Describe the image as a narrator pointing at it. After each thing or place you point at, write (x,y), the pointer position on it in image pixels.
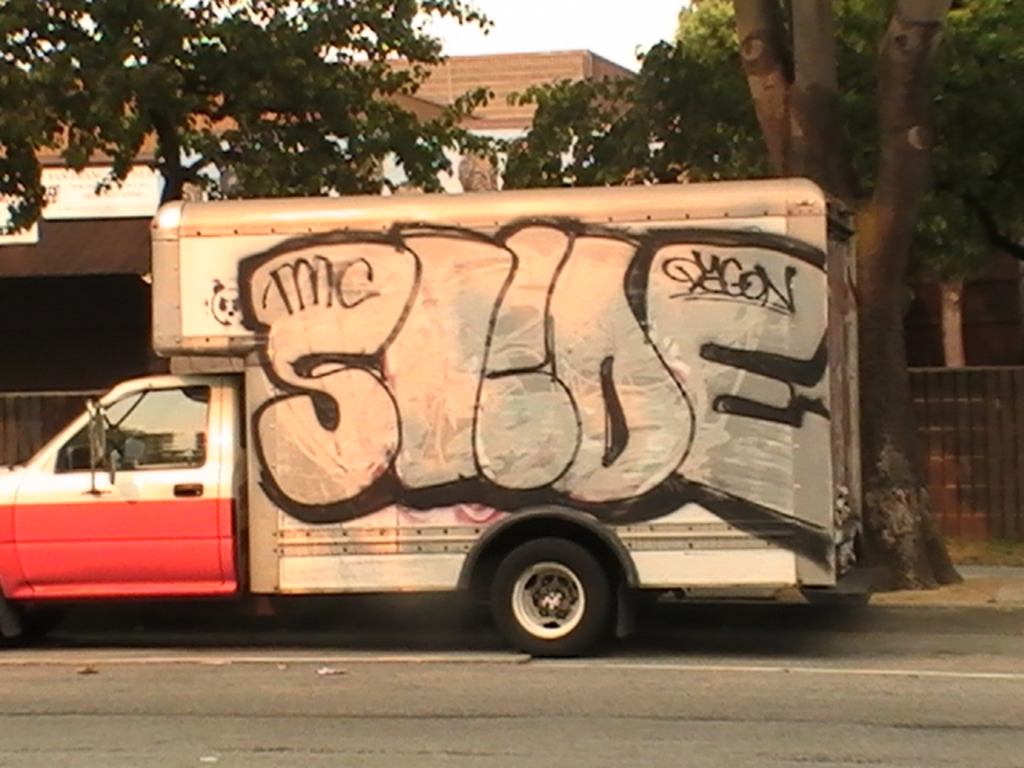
At the center of the image (453,455) there is a vehicle (435,506) passing on the road (386,615). In the background (260,173) there are buildings (99,180), trees (775,132) and sky (608,36).
